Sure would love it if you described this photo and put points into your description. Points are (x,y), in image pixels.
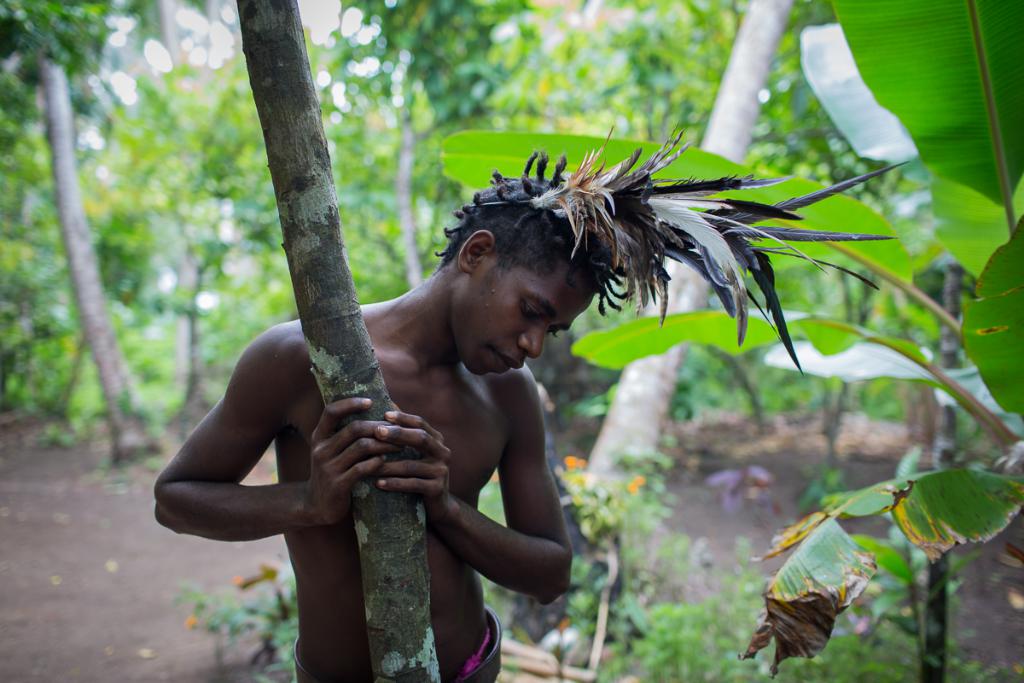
There is a person (443,394) wearing a crown (571,222) made with feathers (596,189). And he is holding a tree (327,235). In the back (552,117) there are trees (622,40) and plants (779,572).
